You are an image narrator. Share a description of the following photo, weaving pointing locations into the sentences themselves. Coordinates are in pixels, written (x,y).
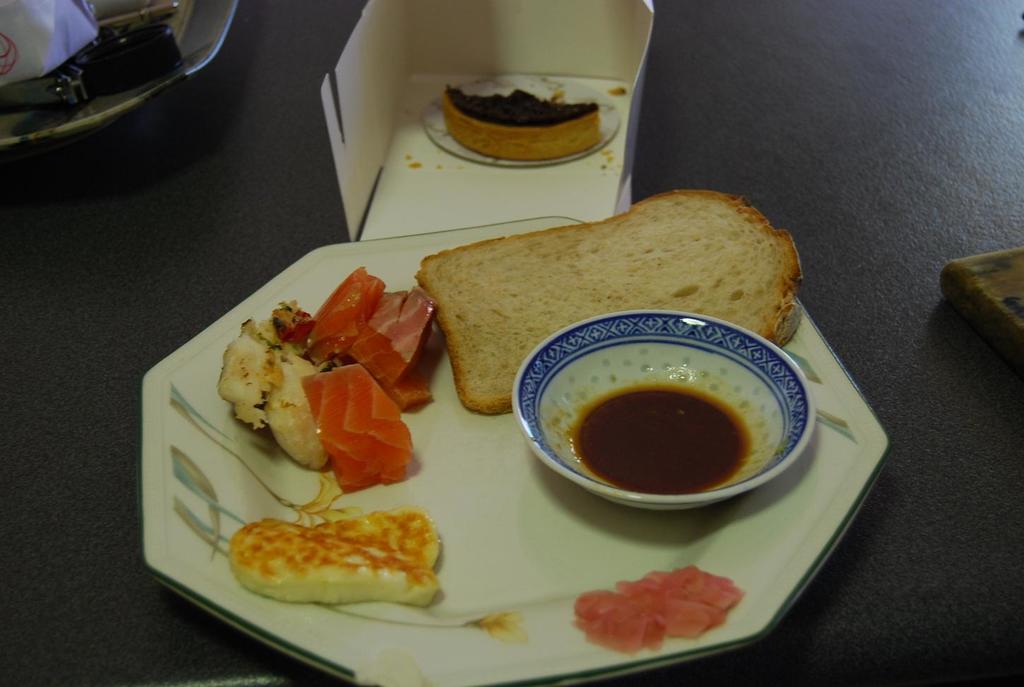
In this image there is a plate (434,509). In the plate (472,500) there is a bowl (629,410) with the sauce (646,430). Beside the bowl (574,372) there is a bread piece (567,266). On the left side (335,447) there are fish pieces (359,354) and some food stuff (311,427). In the background (418,156) there is a box (493,178). In the box (532,63) there is a cake piece (520,105). On the left side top there is another plate (192,52).
